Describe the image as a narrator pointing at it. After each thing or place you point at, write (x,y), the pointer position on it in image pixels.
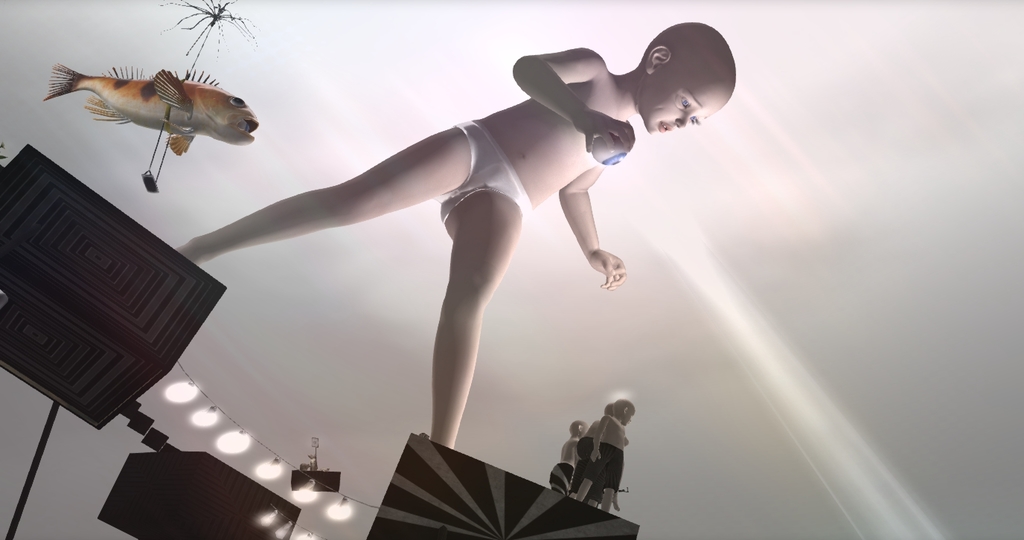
This is an animated image, in this image there is a boy (547,195) standing on boxes (139,285) and there is a fish lights (210,419) and toys (596,457).
